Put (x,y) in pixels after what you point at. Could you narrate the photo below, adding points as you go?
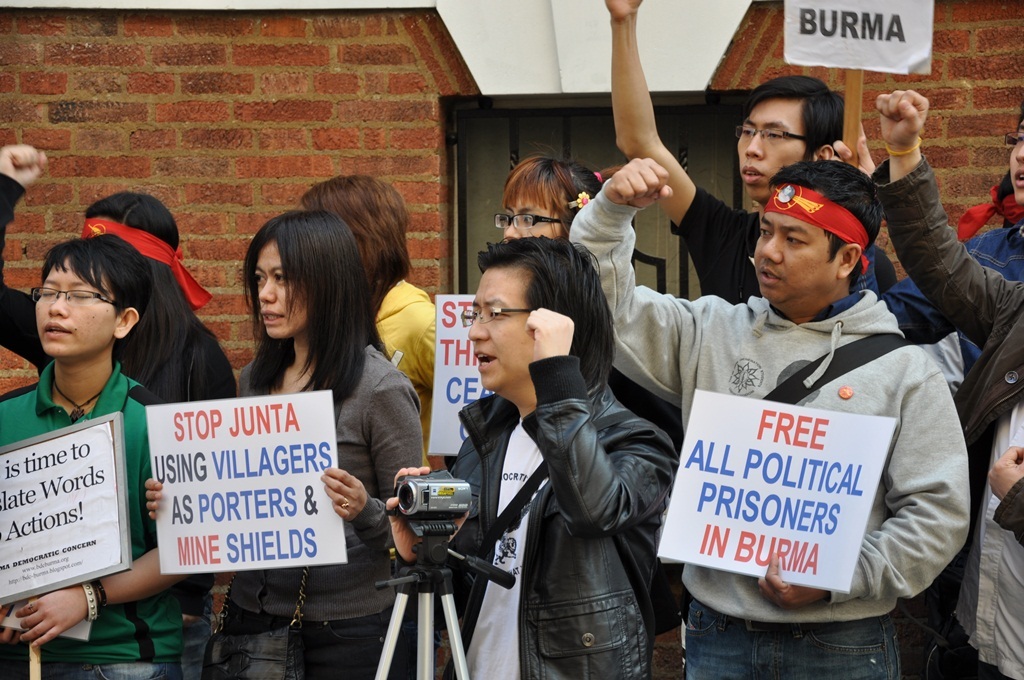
In the picture there is a group of people (380,346) gathered in an area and they are protesting against something and they are holding some posters (184,522) with their hands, one person (497,449) is holding a camera (422,514) and behind the people (79,268) there is a brick wall (916,88) in the background (148,24).
